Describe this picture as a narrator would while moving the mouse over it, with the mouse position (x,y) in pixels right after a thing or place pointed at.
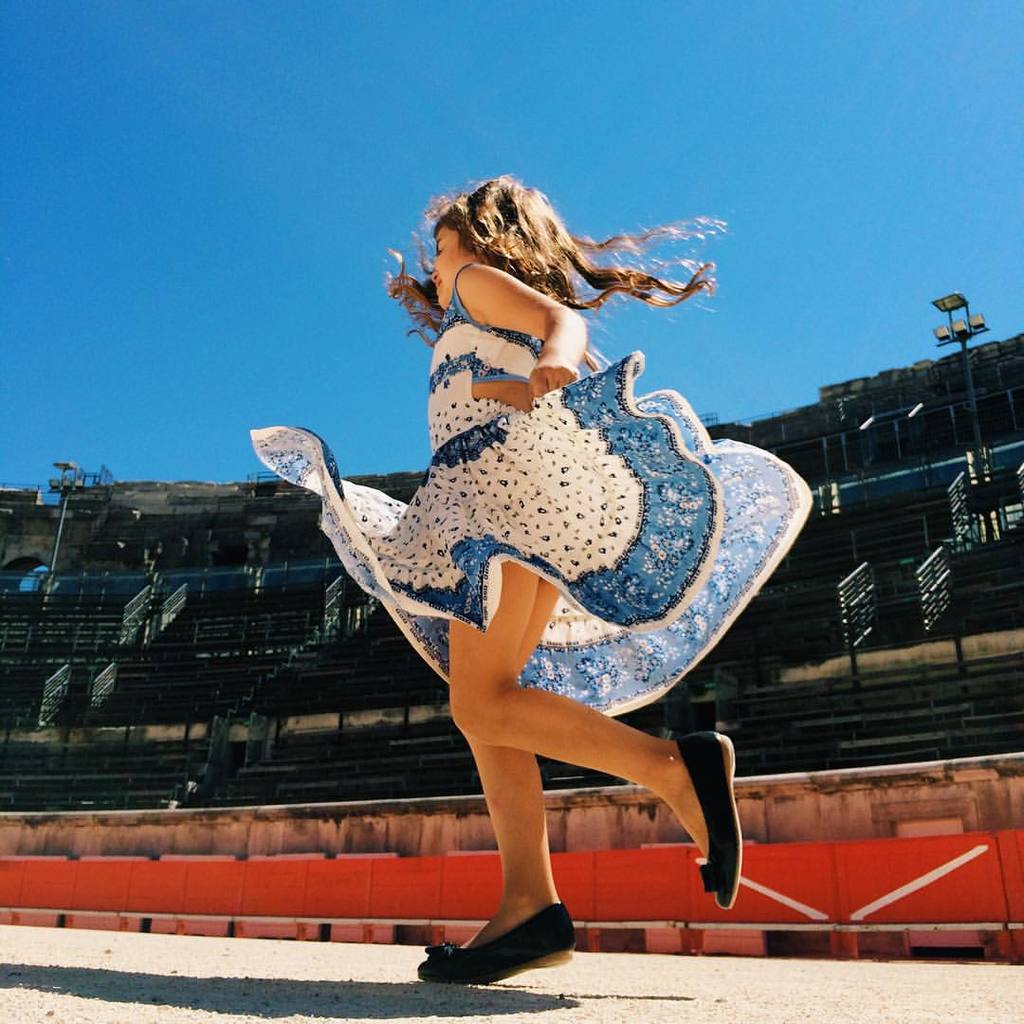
In this image, I can see a girl (640,652) running on the pathway (380,989). In the background (169,749), It looks like a stadium (231,655) with benches (200,740), floodlights (70,486), iron grilles (55,714) and there is the sky (218,103).
